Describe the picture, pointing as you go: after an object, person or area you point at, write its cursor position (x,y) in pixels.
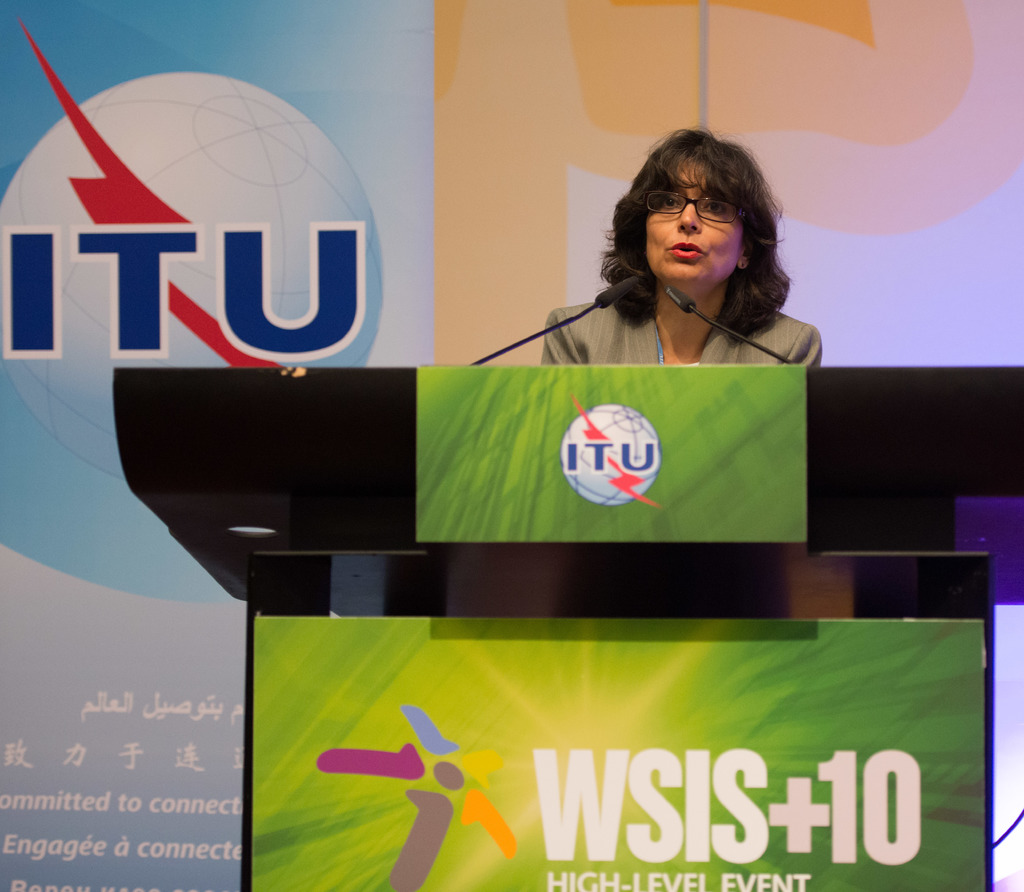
In this picture we can see a woman (607,345). There are mics (704,312), podium (240,494) and a poster (172,778) is visible in the background (87,871).
